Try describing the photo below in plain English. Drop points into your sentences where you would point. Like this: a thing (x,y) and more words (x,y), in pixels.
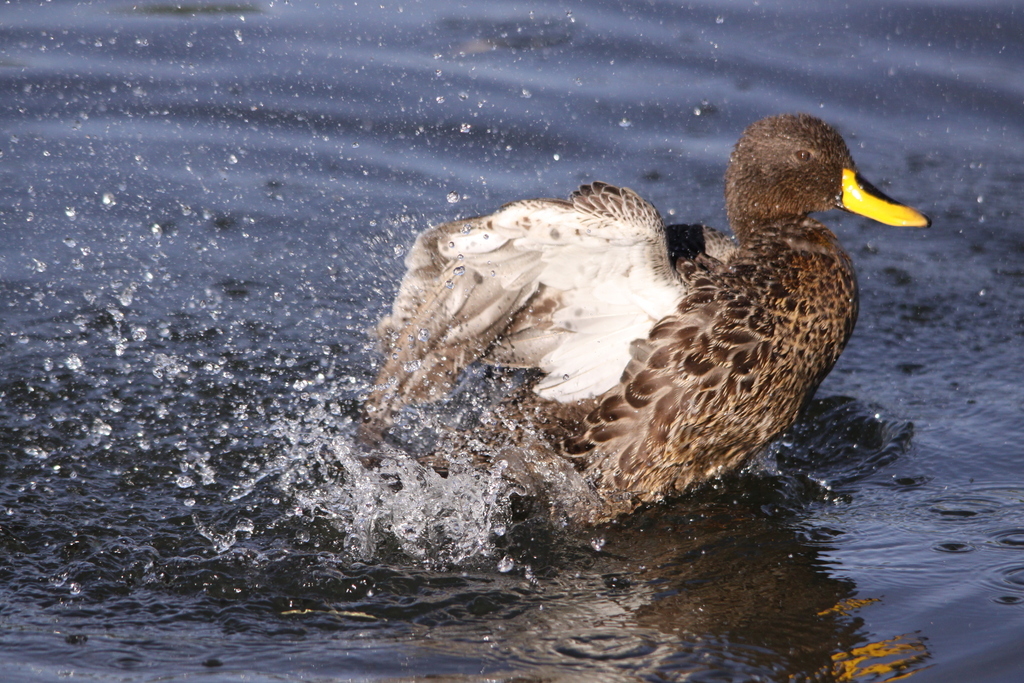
In this image I can see a bird (751,260) in water (952,399) and the bird (797,274) is in white and brown color and the beak (864,211) is in yellow color.
